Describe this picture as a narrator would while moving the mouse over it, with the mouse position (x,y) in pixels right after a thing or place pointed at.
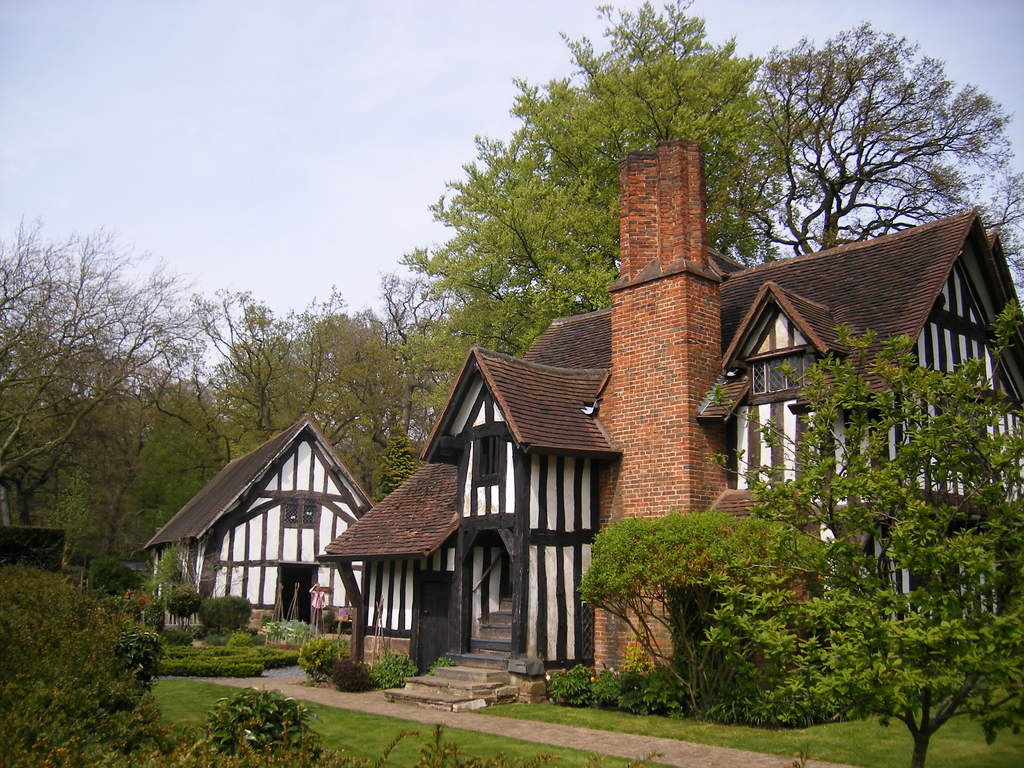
In the middle of the picture (549,293) there are trees (952,589), house (508,456), person (314,592), plants (343,642) and grass (423,727). At the top (199,83) there is sky (400,6). At the bottom (183,735) there are plants (428,762), grass (372,727) and path (414,717).
